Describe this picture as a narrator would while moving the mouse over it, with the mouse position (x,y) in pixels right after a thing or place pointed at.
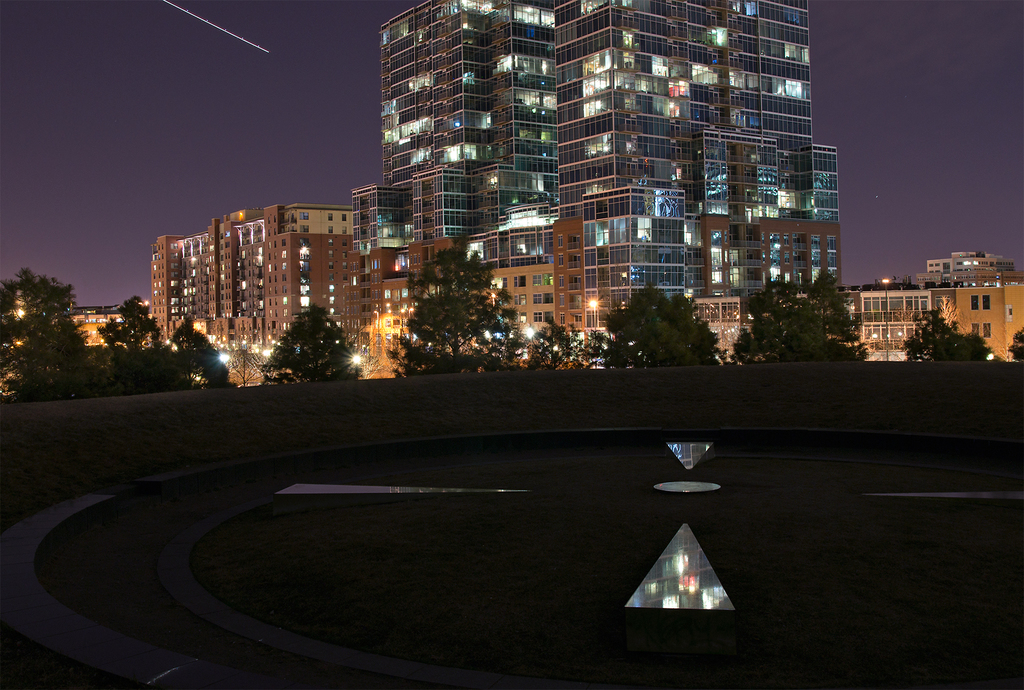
As we can see in the image there are trees (947,358), lights (605,63), buildings (549,216) and sky (246,114). The image is little dark.
